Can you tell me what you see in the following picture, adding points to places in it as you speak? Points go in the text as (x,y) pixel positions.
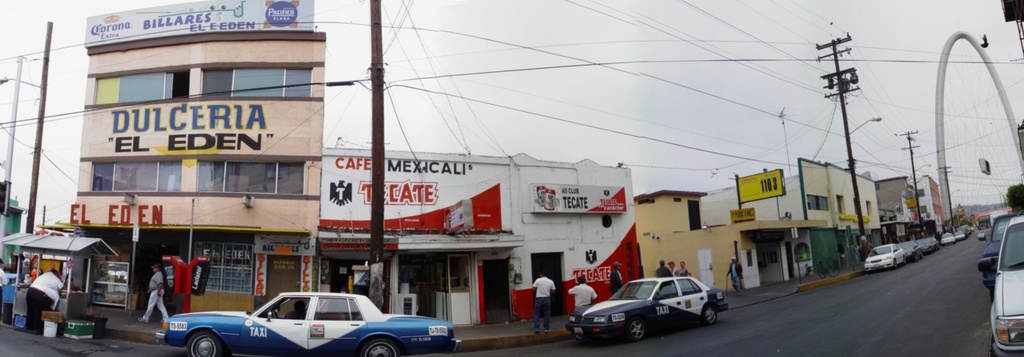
This picture describe about the view of the road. In front (302,335) we can see white and blue color taxi (320,337) moving on the road (606,347). Behind can see another taxi (694,310) park on the roadside (732,289). In the background (752,187) we can see some shops (297,259) and electric poles (837,65). On the top (751,50) we can see many cables (701,70) and cloudy sky (683,70).
